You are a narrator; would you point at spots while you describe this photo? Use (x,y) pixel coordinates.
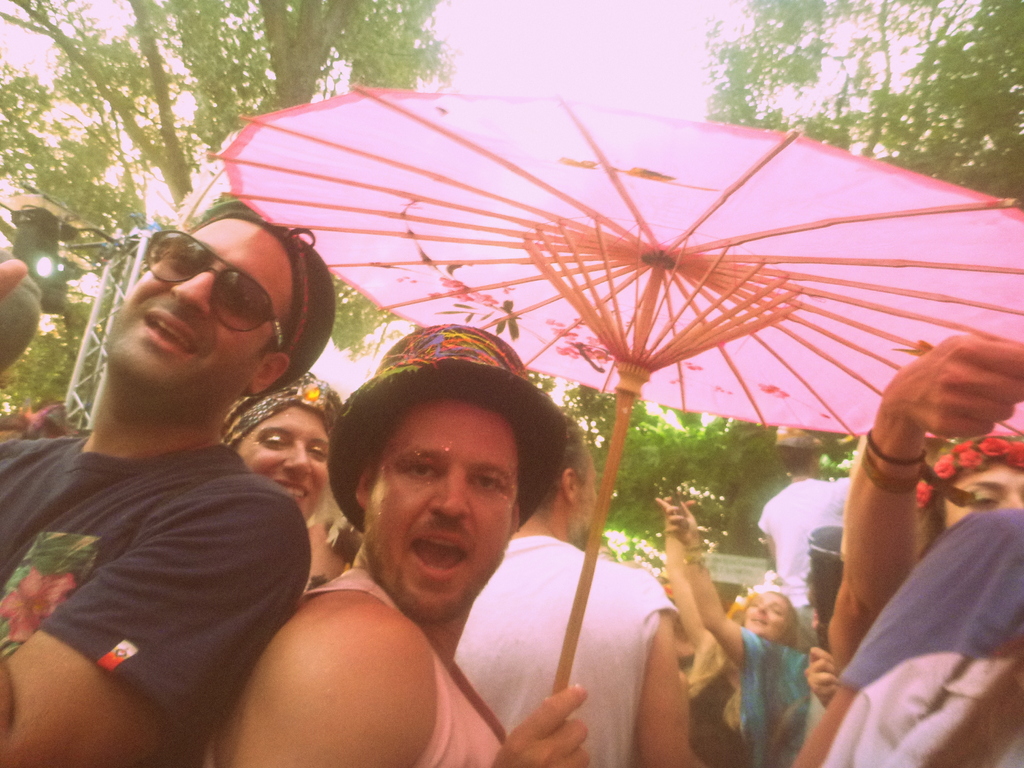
This picture is clicked outside. In the foreground (349,579) we can see the group of persons (668,561). In the center (431,391) there is a man (535,720) wearing hat (476,369) and holding a pink color umbrella (579,253). In the background (530,24) we can see the sky (530,24), trees (1001,65), metal rods (111,247) and some other objects (57,304).
